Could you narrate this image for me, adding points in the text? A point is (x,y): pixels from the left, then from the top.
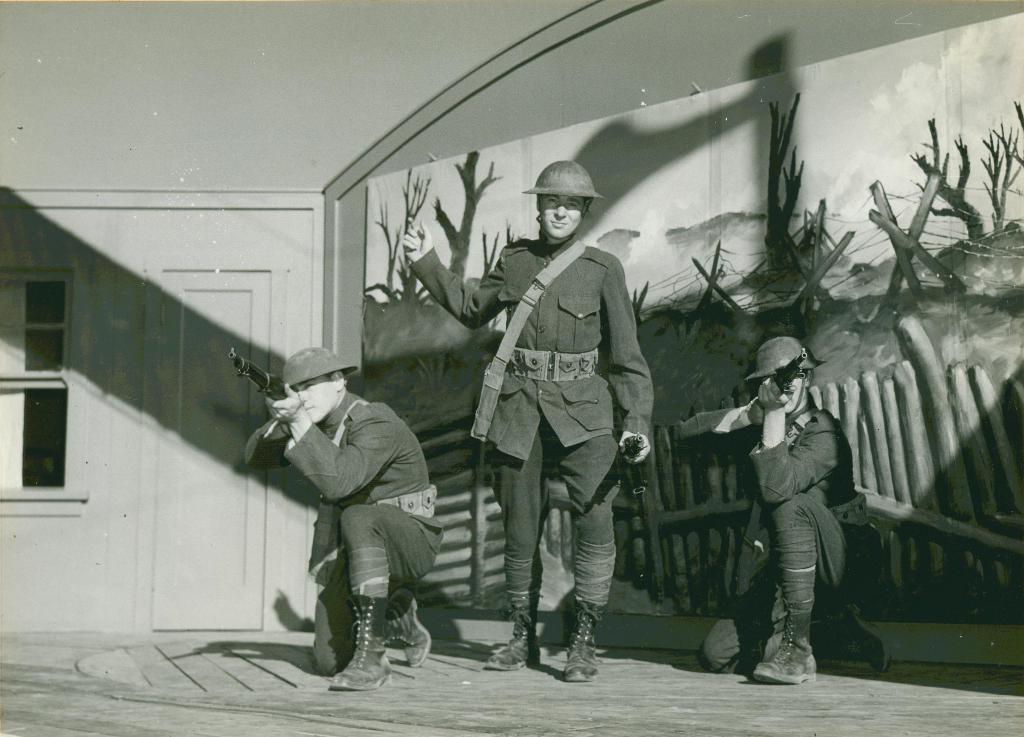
This is a black and white image. I can see a person (582,455) standing, two persons (437,541) sitting on their knees (390,551) and holding weapons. In the background (620,147), I can see a board (525,176), attached to the wall (500,126). On the left side of the image (190,462), there is a door (190,486) and a window (19,395).
